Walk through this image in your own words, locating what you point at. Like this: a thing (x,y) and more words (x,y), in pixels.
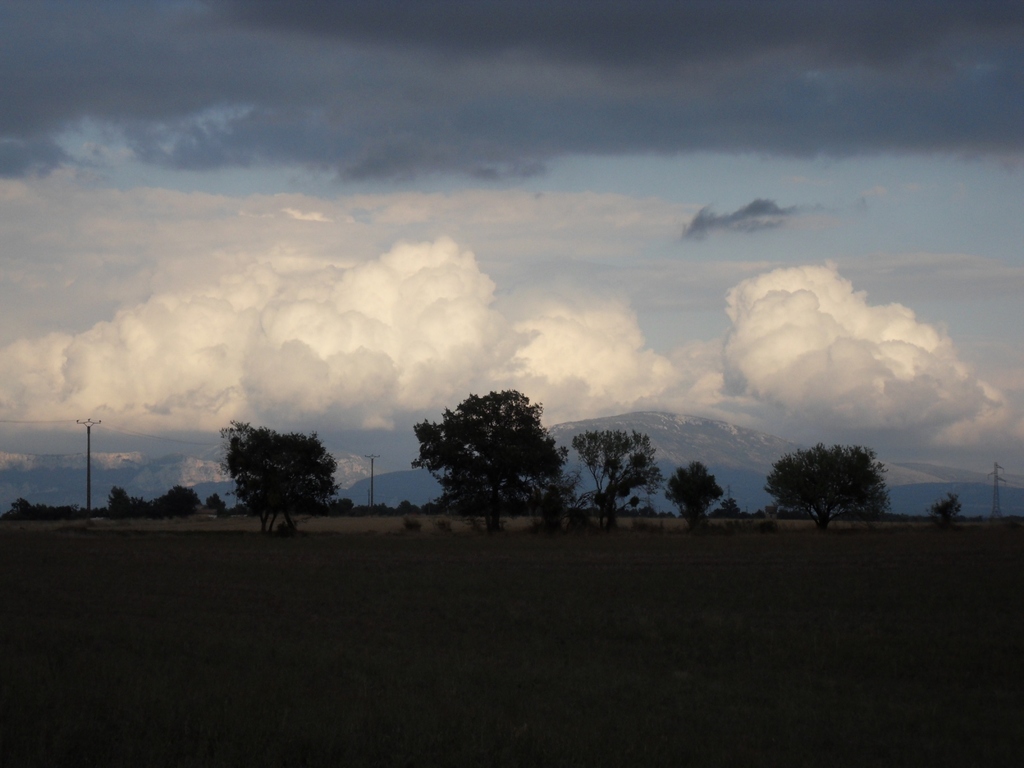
In this picture we can see many trees (784,502) and farmland (599,550). On the left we can see electric poles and wires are connected to it. On the top (748,86) we can see sky (666,333) and clouds (875,136). in the background (400,491) we can see mountains (693,449).
